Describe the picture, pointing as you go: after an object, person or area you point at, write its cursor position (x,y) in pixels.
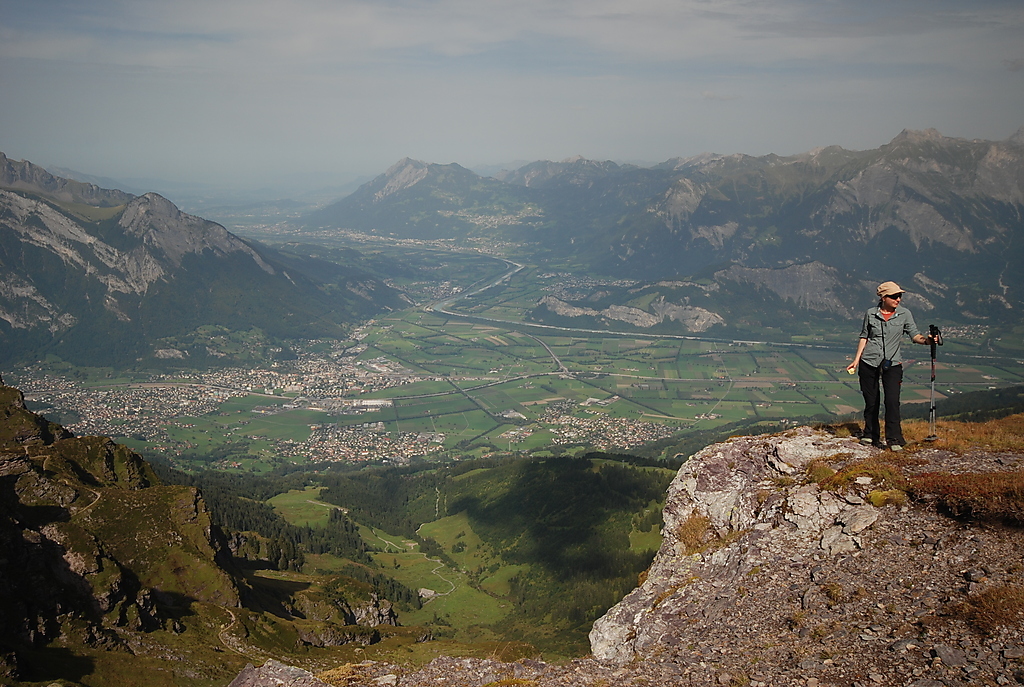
In the foreground of this picture (891,419), there is a woman (892,395) standing on the rock (790,460) holding a trekking pole (931,366). In the background (374,401), we can see mountains (670,253), city (364,362), trees (359,488), path (439,594), the sky (492,60) and the cloud (544,30).
